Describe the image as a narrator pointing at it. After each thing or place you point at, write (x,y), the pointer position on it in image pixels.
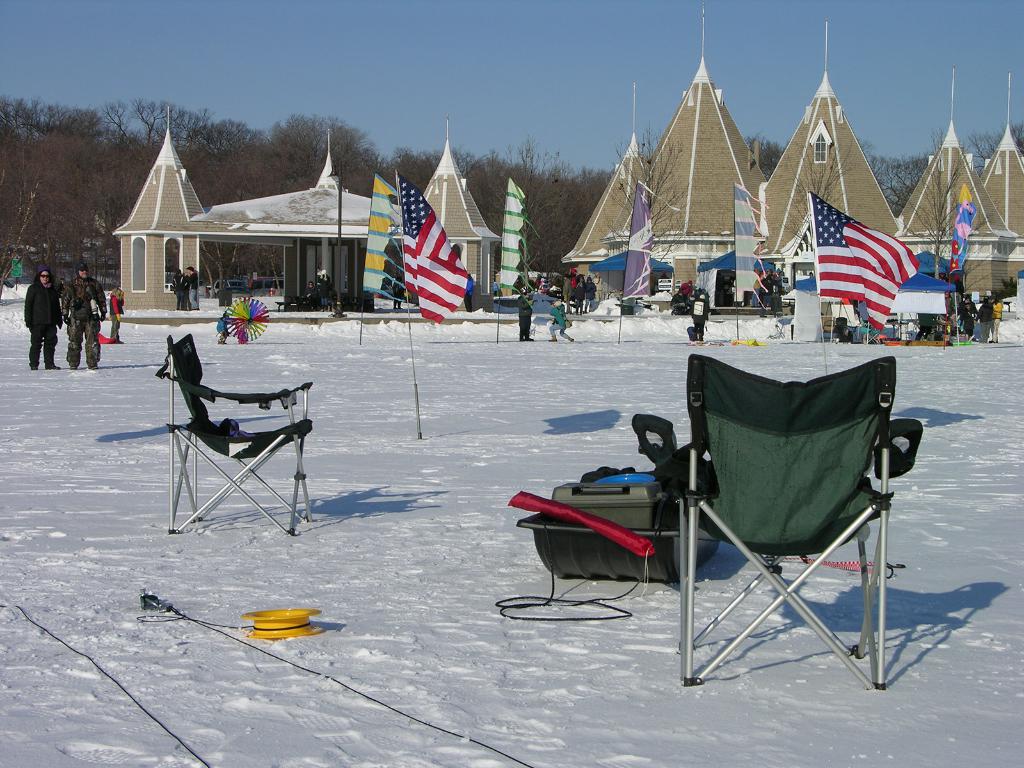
In this picture, we can see a few people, and the ground (458,428) covered with snow (481,348), and some objects (873,264) on the ground (639,341) like chairs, bags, wires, poles (944,318), flags (886,276), signboards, houses (342,267), sheds (911,282), trees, and the sky (391,114).
